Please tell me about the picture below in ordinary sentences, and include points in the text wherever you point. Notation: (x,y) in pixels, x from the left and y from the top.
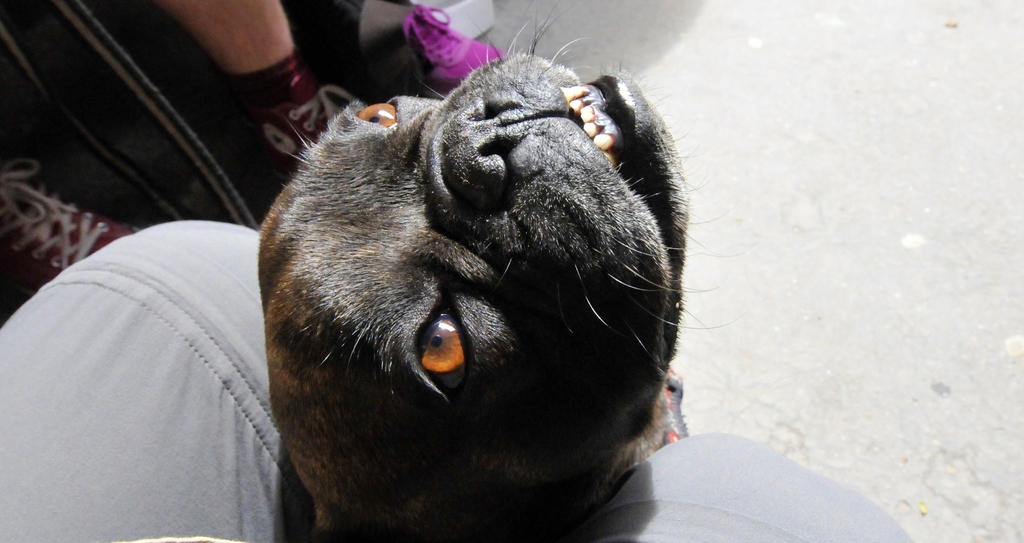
In this image there is a dog (327,352) in between the legs (200,281) of a person (183,288), in front of the person (243,253) there are legs (253,85) of another person (285,80).
